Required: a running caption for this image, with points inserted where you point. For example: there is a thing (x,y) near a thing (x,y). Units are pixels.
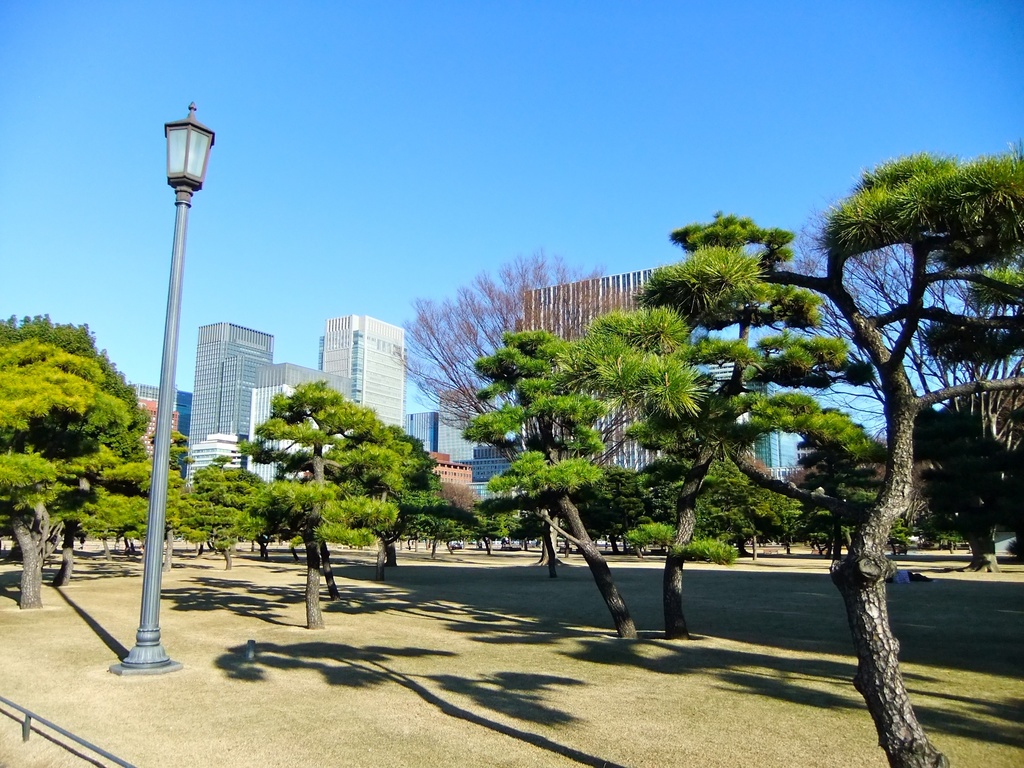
In this image I see the ground (628,585) on which there are number of trees (681,454) and I see a light pole (169,327) over here. In the background (204,436) I see the buildings (212,444) and the blue sky (592,145).
